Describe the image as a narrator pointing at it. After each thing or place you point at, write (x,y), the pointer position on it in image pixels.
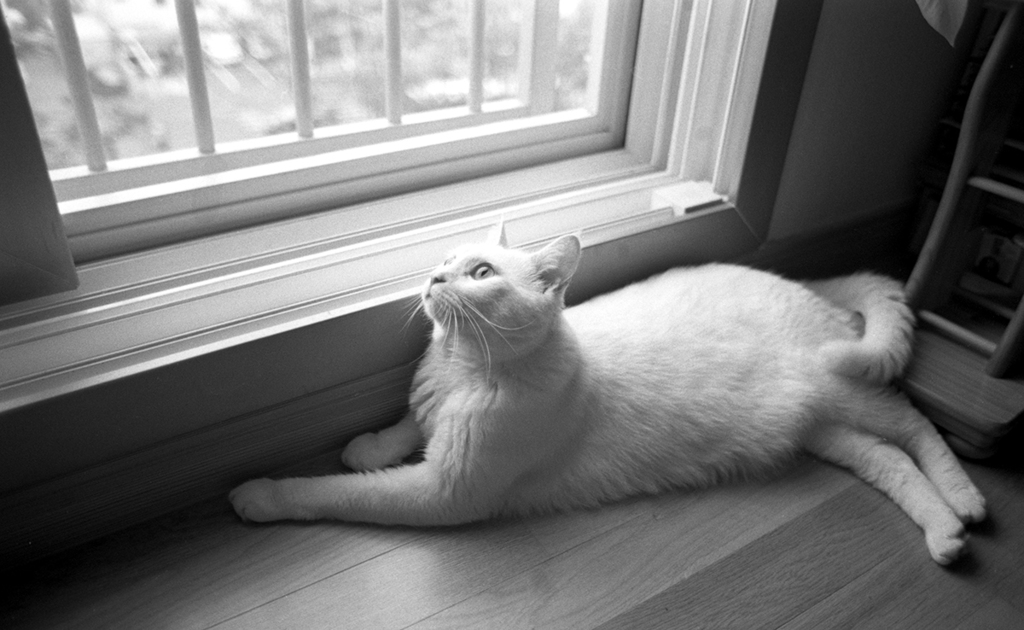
In this image I can see a cat (554,393) is sitting on the floor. Here I can see a window (264,137). This image is black and white in color.
